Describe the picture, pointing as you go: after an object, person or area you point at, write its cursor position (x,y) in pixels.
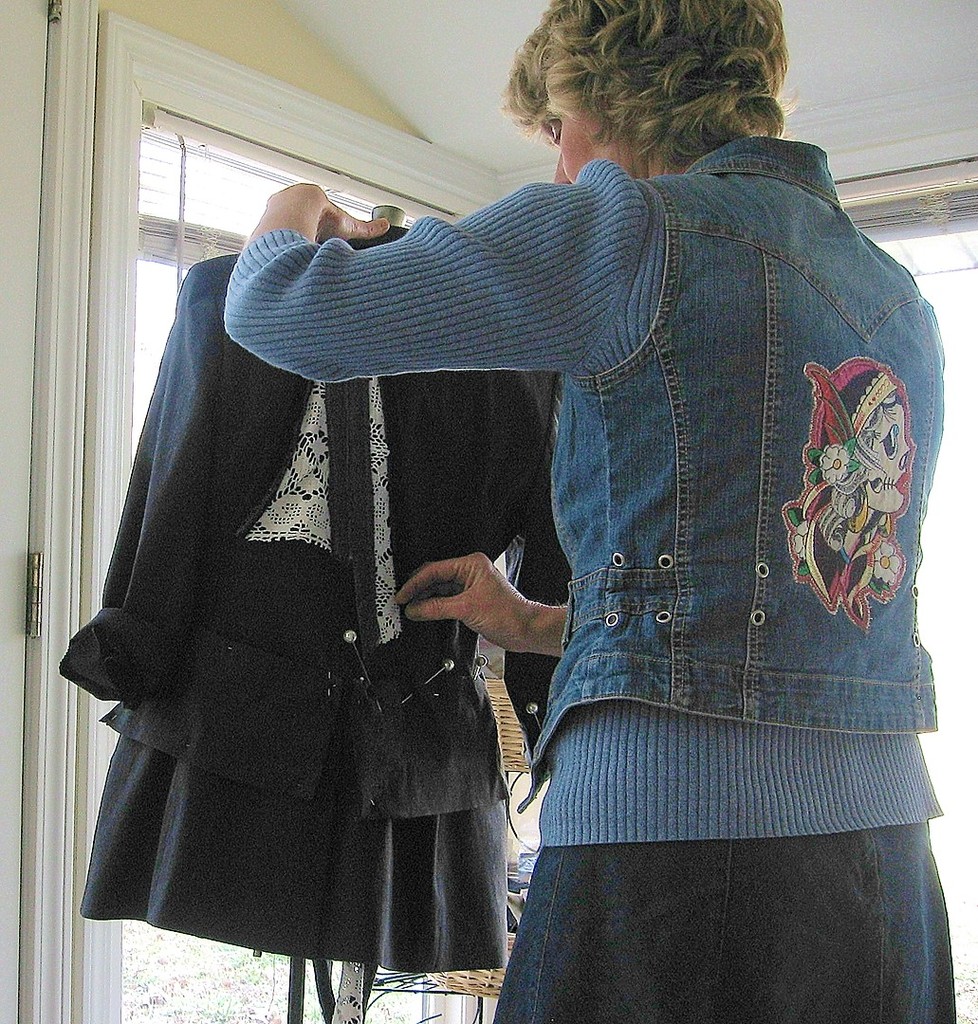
In this image we can see a person (786,590) holding a dress (350,590). In the back (230,211) there is a door (215,198).
